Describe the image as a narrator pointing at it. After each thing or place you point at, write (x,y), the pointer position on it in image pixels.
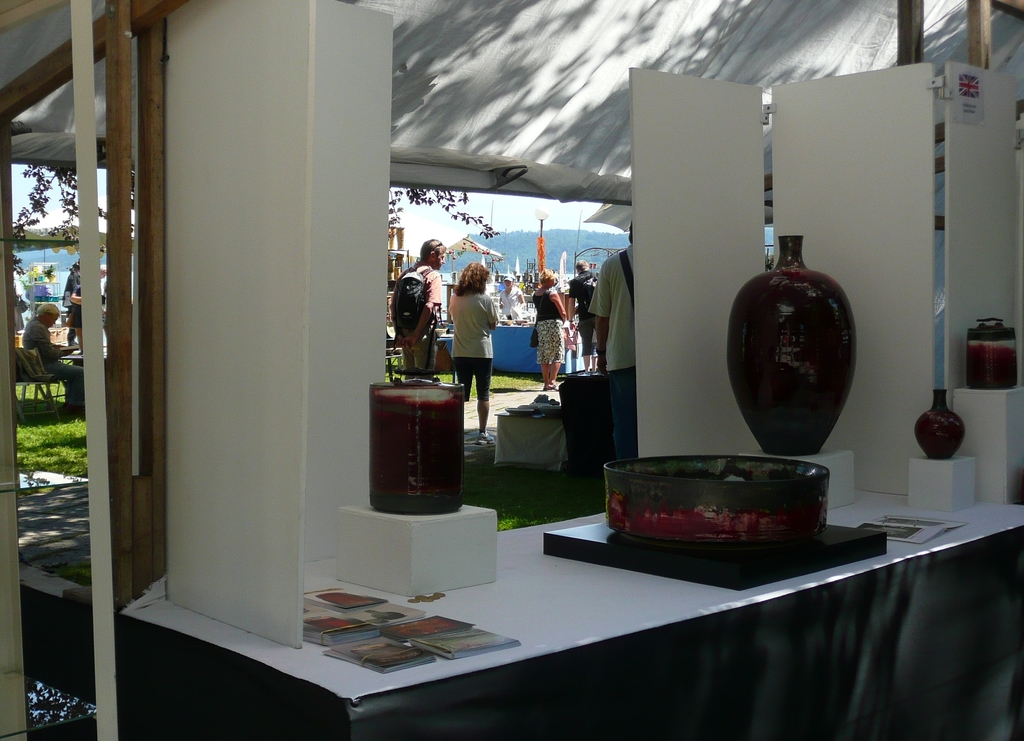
In this image there is a table (803,582) under the tent (418,60). On the table (503,564) there are books (385,619) and sculptures (769,426). In the background (461,352) there are tents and a few people (479,311) standing on the ground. At the top (497,208) there is the sky (511,207). There are mountains (560,241) in the image.
